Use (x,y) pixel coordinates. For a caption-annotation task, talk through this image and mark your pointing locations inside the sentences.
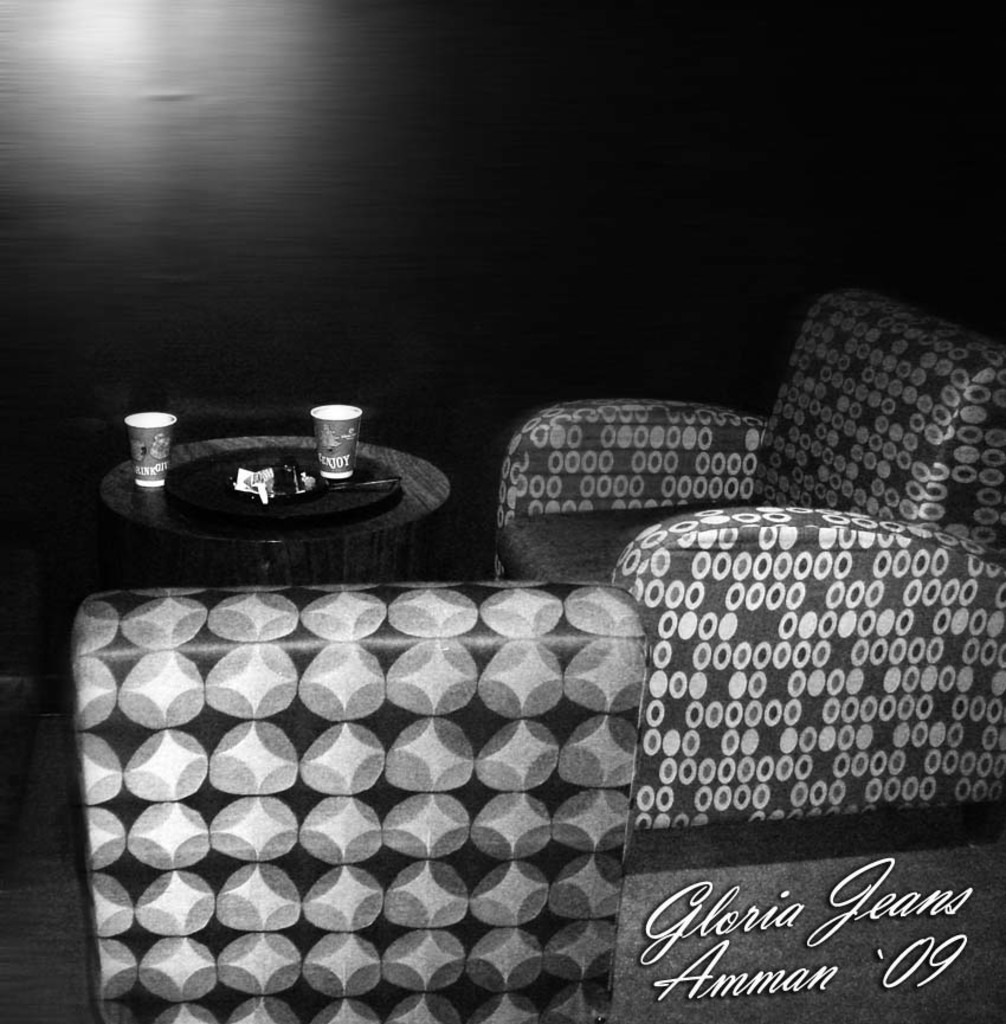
This looks like a black and white picture. This is a small teapoy (287,520) with a plate (294,462) and paper cups (340,464) placed on it. These are the two chairs (518,618), I can see the printed design (825,626) on the chair (898,450). At background (348,222) this looks like a wooden wall (299,163). This looks like a poster (660,985).
